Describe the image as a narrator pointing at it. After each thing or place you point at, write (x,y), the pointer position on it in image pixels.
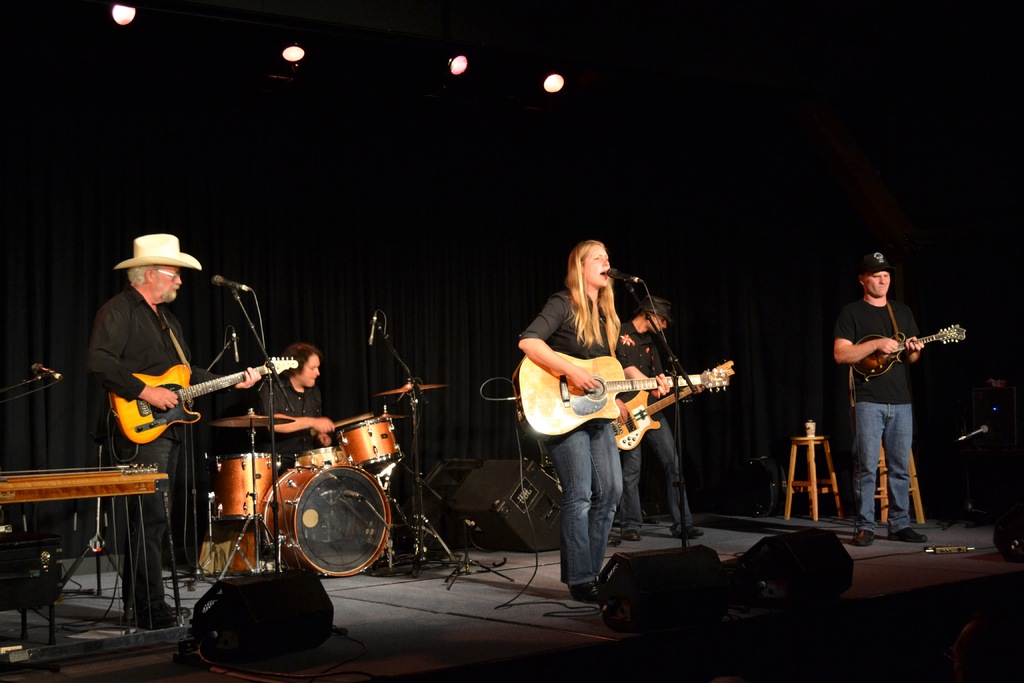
Here we can see a group of people (557,355) playing guitar (548,394) and drums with a microphone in front of them.
